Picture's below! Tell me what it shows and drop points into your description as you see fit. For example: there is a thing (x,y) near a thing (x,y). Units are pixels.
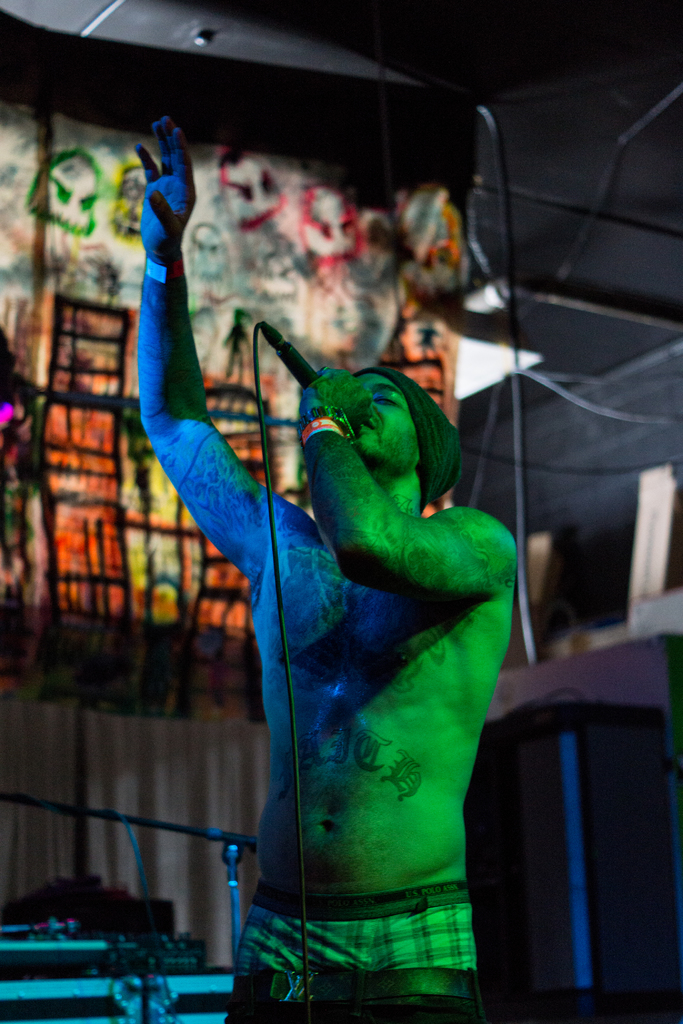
In this picture we can see a man (302,556) wore a cap (427,483) and holding a mic (263,327) with his hand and in the background (237,881) we can see a mic stand (188,833), light (468,381) and some objects (476,371).
